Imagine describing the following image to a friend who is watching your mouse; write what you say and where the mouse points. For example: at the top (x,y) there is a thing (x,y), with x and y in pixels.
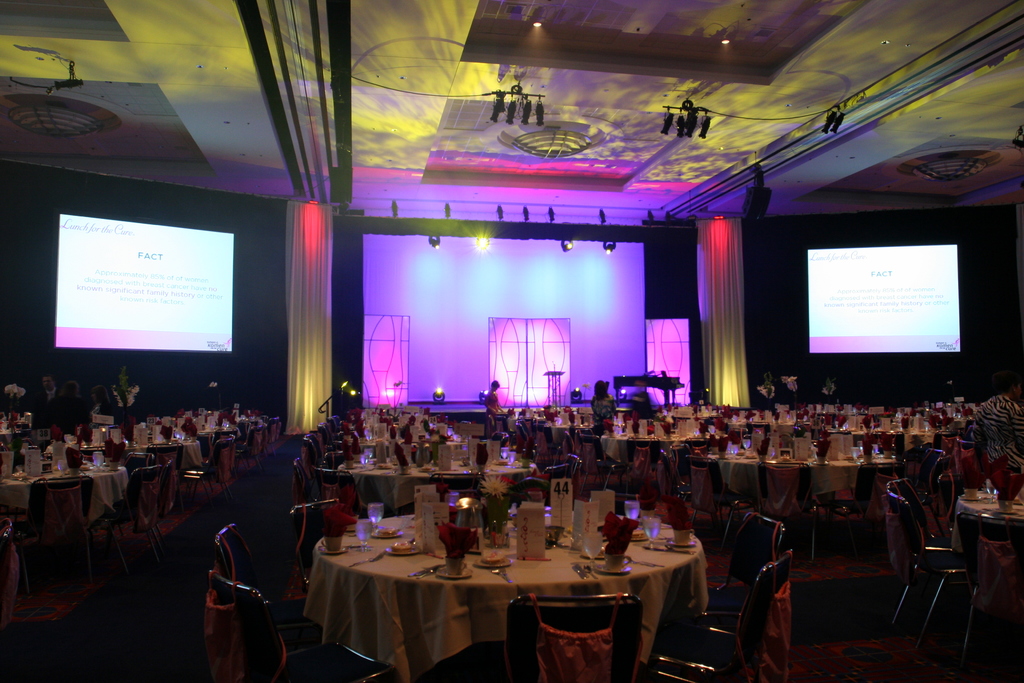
In this image we can see chairs (603,602) at the tables (368,640) on the floor (167,607) and there are glasses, plates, flower vases (433,459), spoon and objects (30,421) on the tables (602,589). In the background (401,352) we can see few persons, screens (149,302), table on the stage (451,410), boards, lights (54,86) and other objects (650,373).
